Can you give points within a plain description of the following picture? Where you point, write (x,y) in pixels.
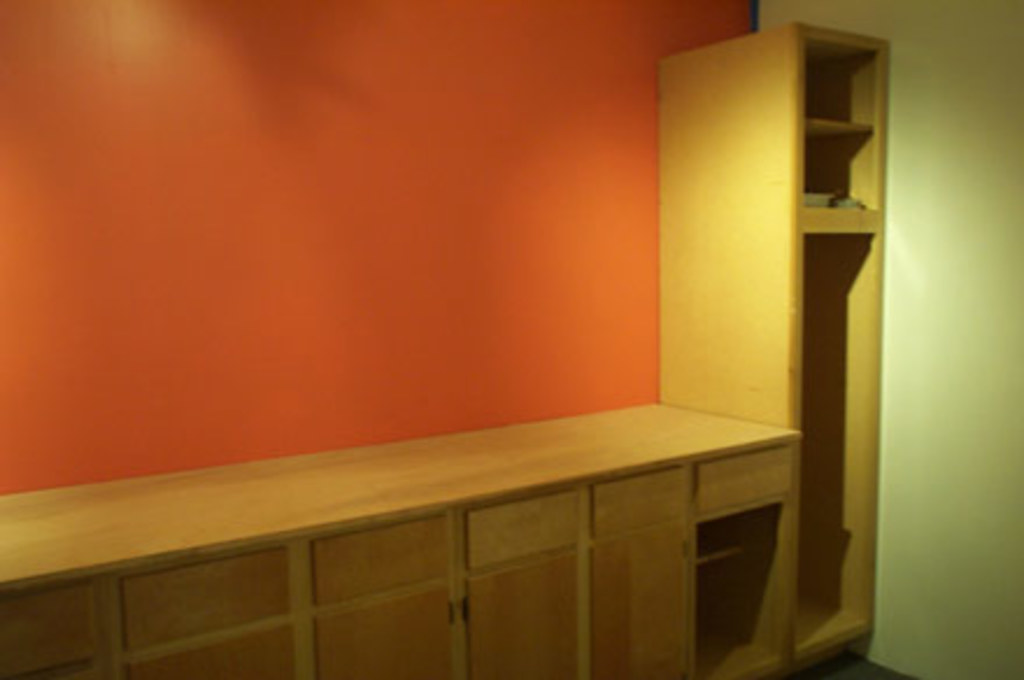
In this image we can see a cupboard (394,494). There is wall (325,190). To the right side of the image (933,221) there is wall (912,375).
